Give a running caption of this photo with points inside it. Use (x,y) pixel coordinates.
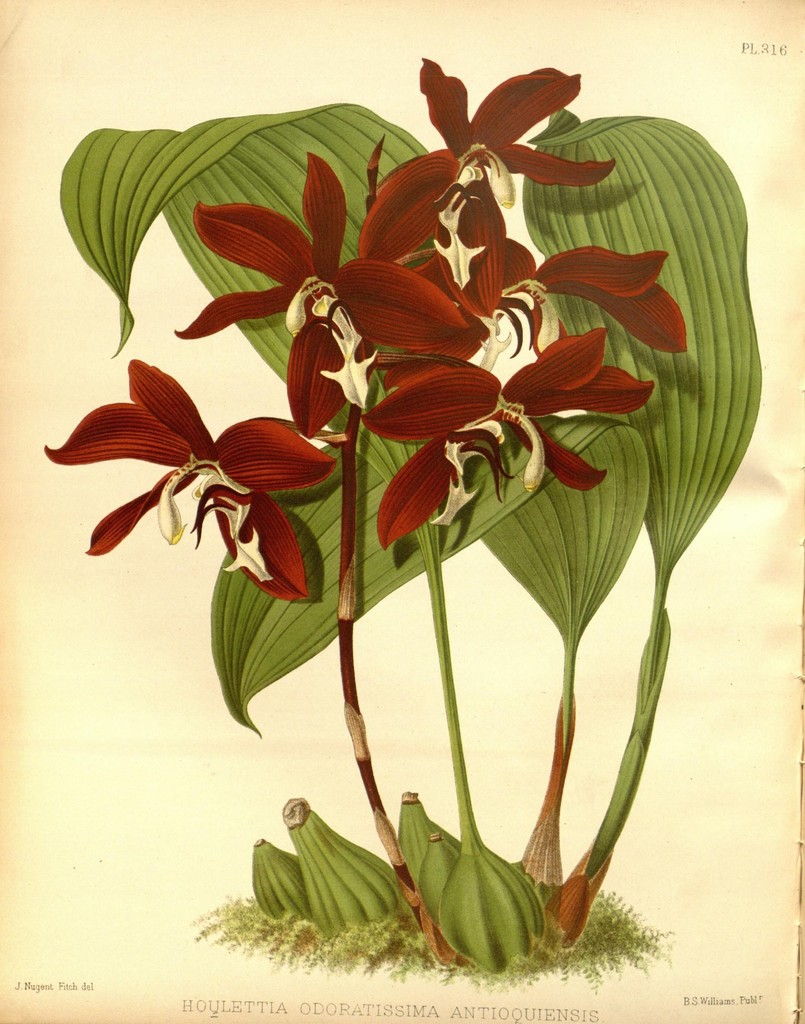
In this picture there are pictures of flowers (379,188) and plants (463,946) on the paper (716,815). At the bottom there is text (308,1008).
